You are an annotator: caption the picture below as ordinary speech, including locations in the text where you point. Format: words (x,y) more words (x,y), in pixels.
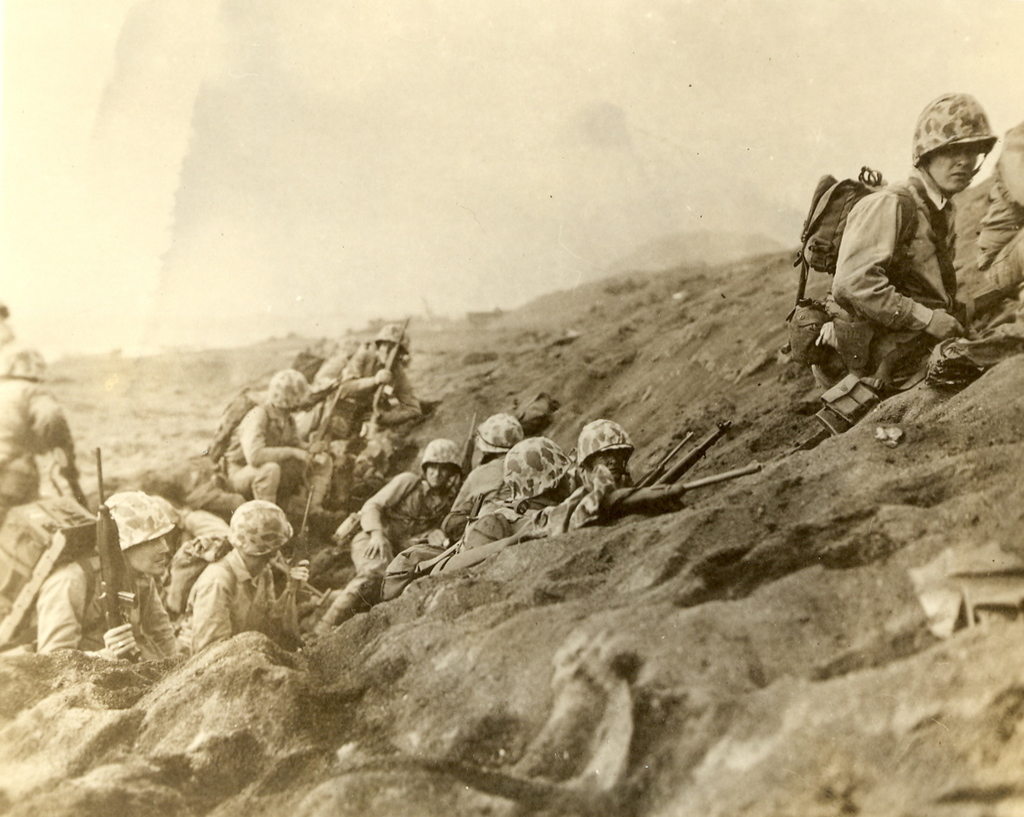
In this picture we can see a group of people (167,626) on a hill area (753,508), they are wearing helmets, holding guns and we can see sky (971,71) in the background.
